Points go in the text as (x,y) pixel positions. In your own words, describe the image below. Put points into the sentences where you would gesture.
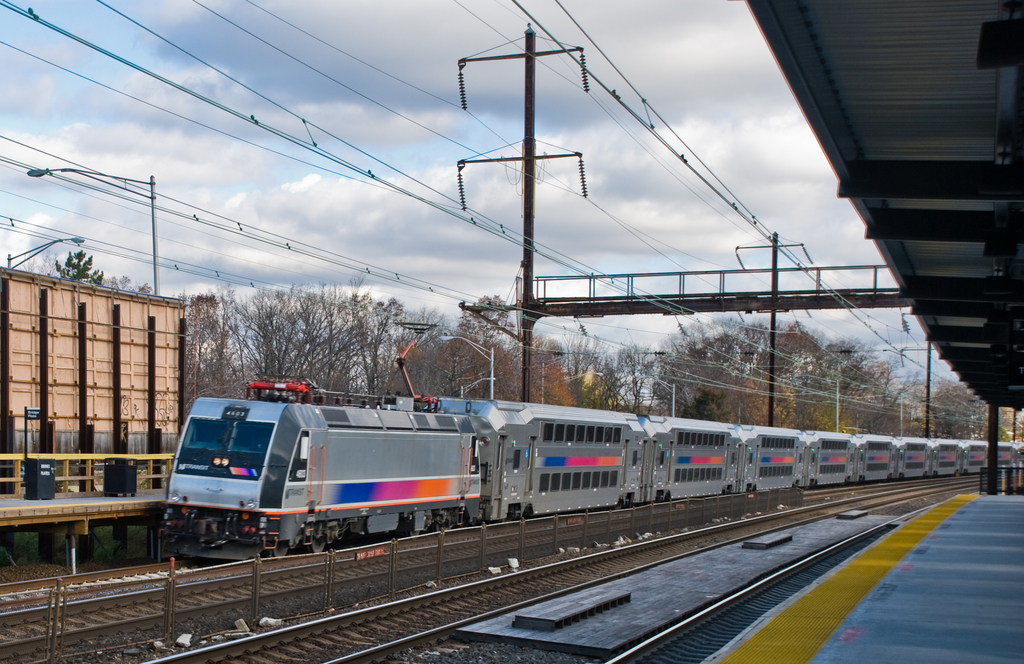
In this picture, we see the metro train (366,463) is moving on the railway tracks (87,577). On the right side (997,518), we see the platform (913,573). On the left side (19,486), we see two black boxes (116,483), railing (91,460) and a board (78,428). There are trees (199,385), street lights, electric poles (511,336) and wires (526,319) in the background (771,317). At the top (432,109), we see the sky (399,164) and the clouds (611,179).
